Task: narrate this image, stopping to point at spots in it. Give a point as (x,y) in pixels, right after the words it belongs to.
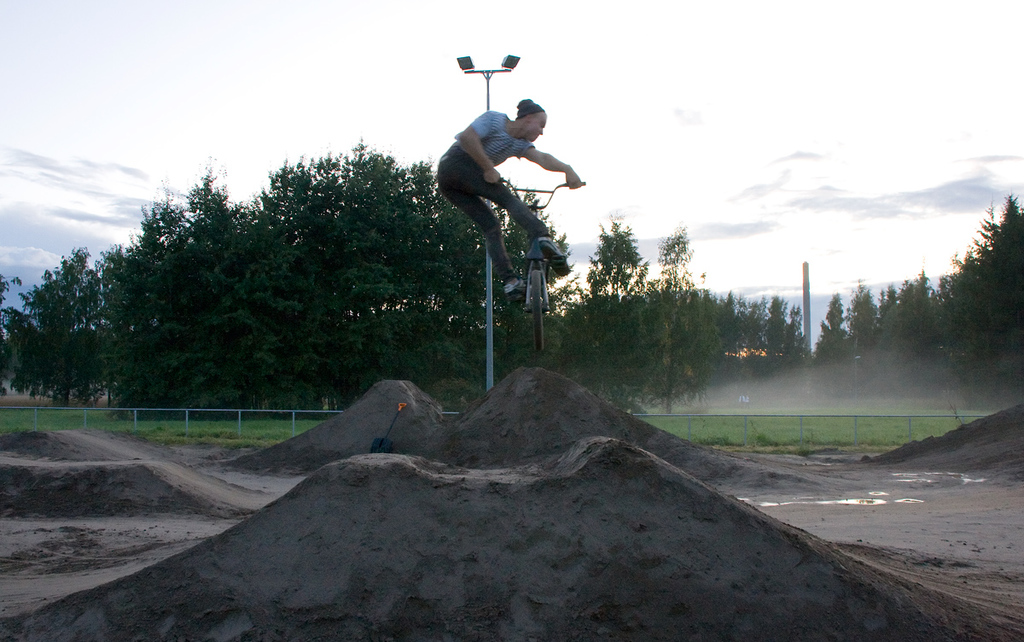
In this image in the center (547,237) there is one person (483,150) and he is holding a cycle (528,276). On the background (281,241) there are some trees (392,259) and sky (841,161) is there and in the center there is one pole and on the bottom (647,467) there is some sand (447,501) and grass (830,429) is there.
